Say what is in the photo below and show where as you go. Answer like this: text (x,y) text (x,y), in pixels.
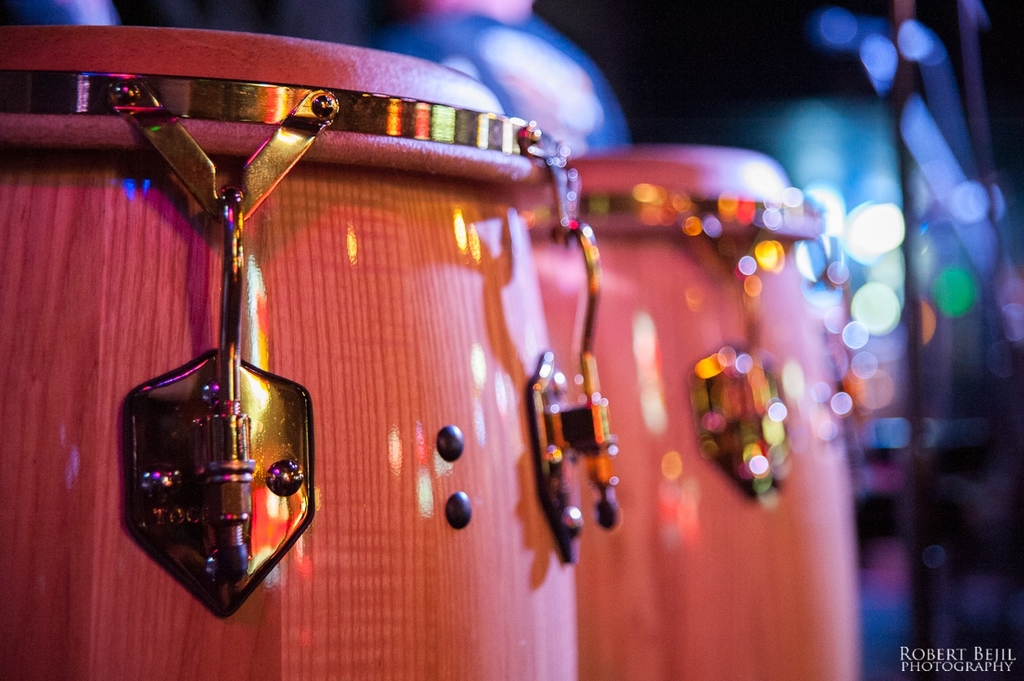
In this image there are objects (640,425) which are pink in colour and the background (885,221) is blurry.
